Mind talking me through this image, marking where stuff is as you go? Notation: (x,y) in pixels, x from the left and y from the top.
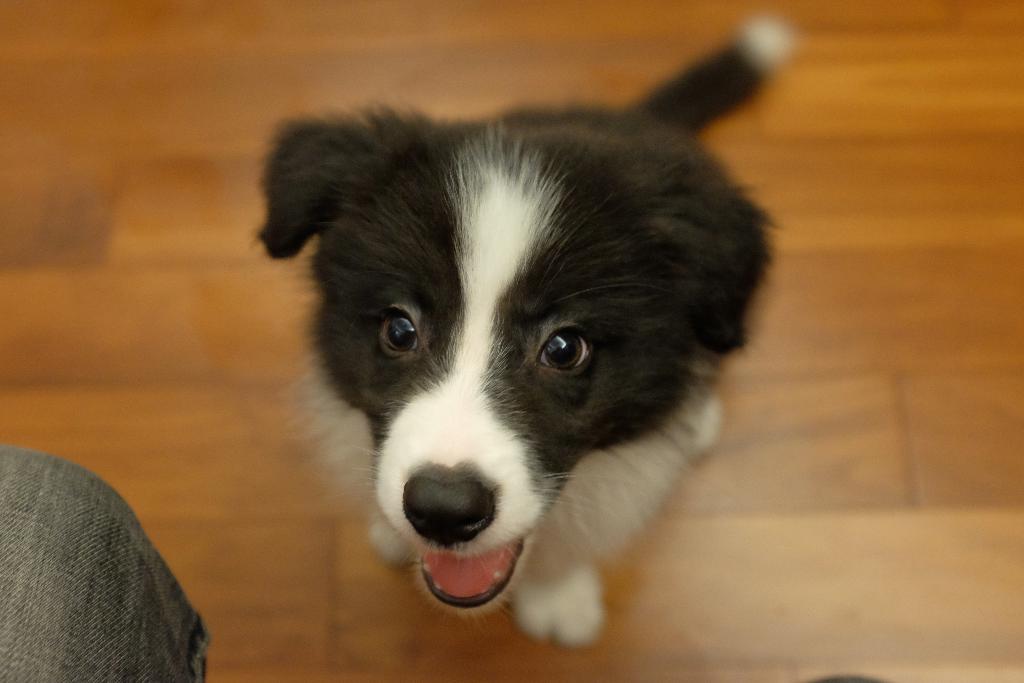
In this image I can see the dog (479,268) which is in white and black color. it is on the brown color surface (764,398). To the left (51,549) I can see the person's leg (64,593).
